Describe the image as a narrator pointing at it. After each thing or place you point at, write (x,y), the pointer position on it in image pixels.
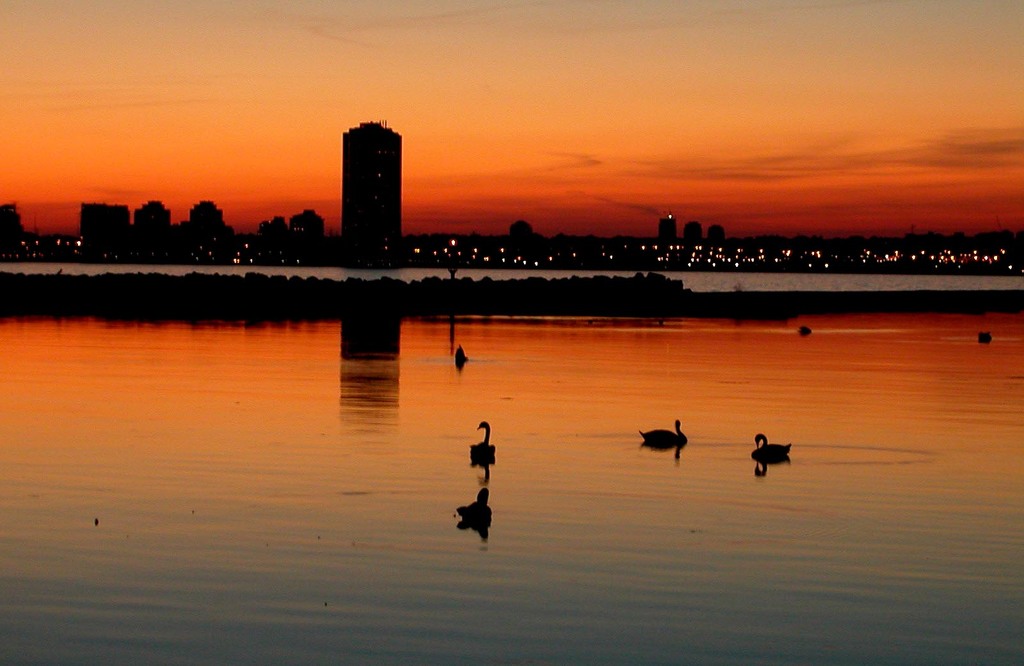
Here we can see ducks (776,445) on the water (659,481). In the background (302,217) there are buildings (355,258), lights (983,254), and sky (630,119).
